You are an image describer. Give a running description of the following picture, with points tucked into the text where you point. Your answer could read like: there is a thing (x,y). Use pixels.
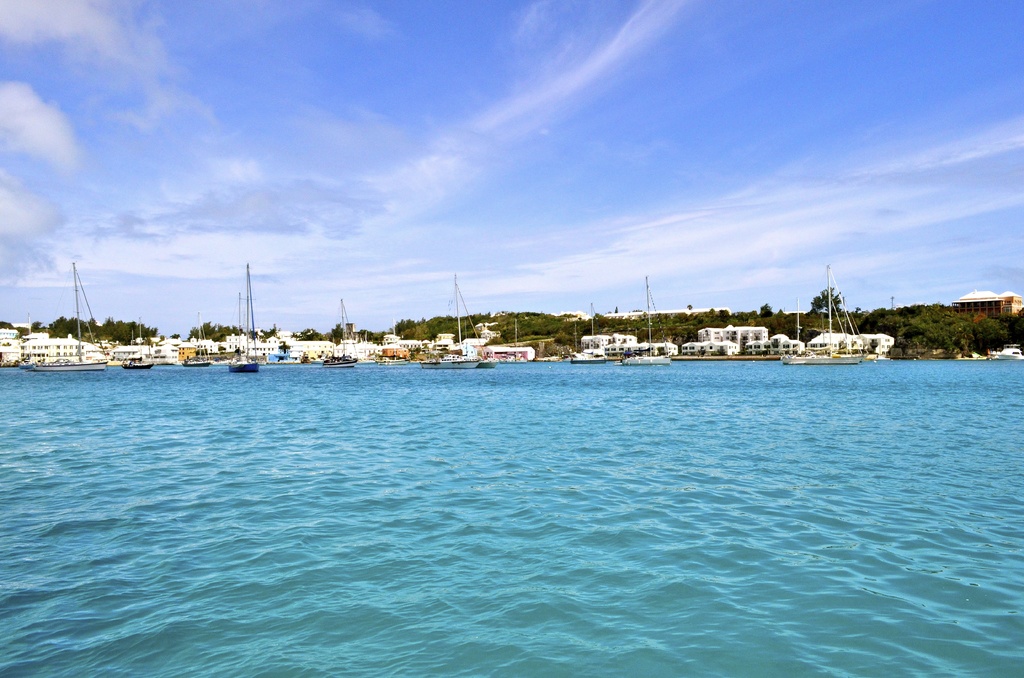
This picture is clicked outside the city. In the foreground (441,487) we can see a water body (152,439). In the center (443,356) we can see the boats (825,356) and ships (338,360). In the background (619,343) there is a sky (870,231), trees (428,327) and some buildings (738,326).
